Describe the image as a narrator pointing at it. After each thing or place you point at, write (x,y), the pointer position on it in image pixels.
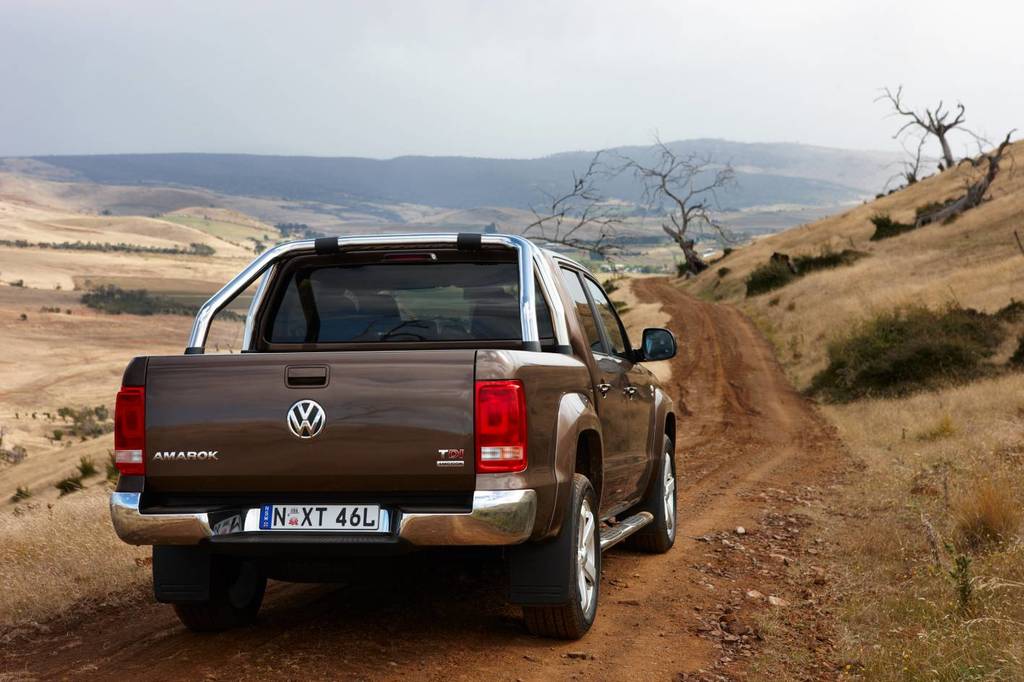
In the middle of the image (628,447) we can see a motor vehicle (484,528) on the road (755,339). In the background (171,269) we can see sky (176,108), hills (754,185), trees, grass (922,388), bushes (922,379) and stones (725,652).
